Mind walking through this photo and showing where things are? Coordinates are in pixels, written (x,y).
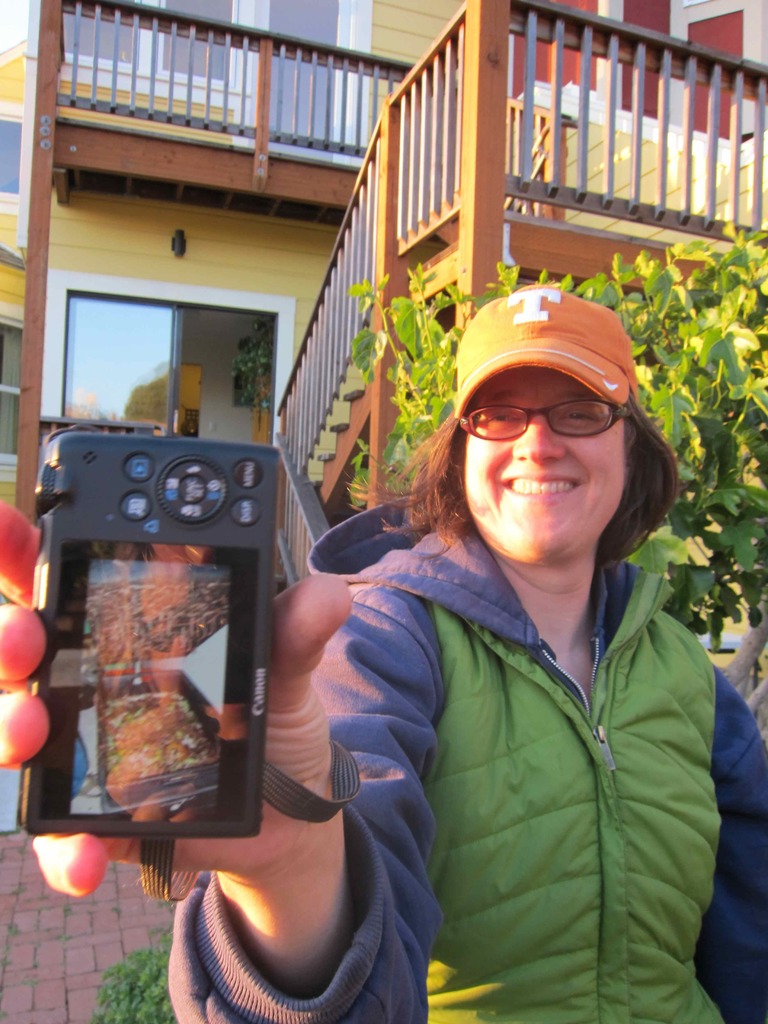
In the image we can see there is a woman (609,605) who is standing and holding camera (180,602) in her hand (20,621) and at the back (424,229) there is building (431,238).
